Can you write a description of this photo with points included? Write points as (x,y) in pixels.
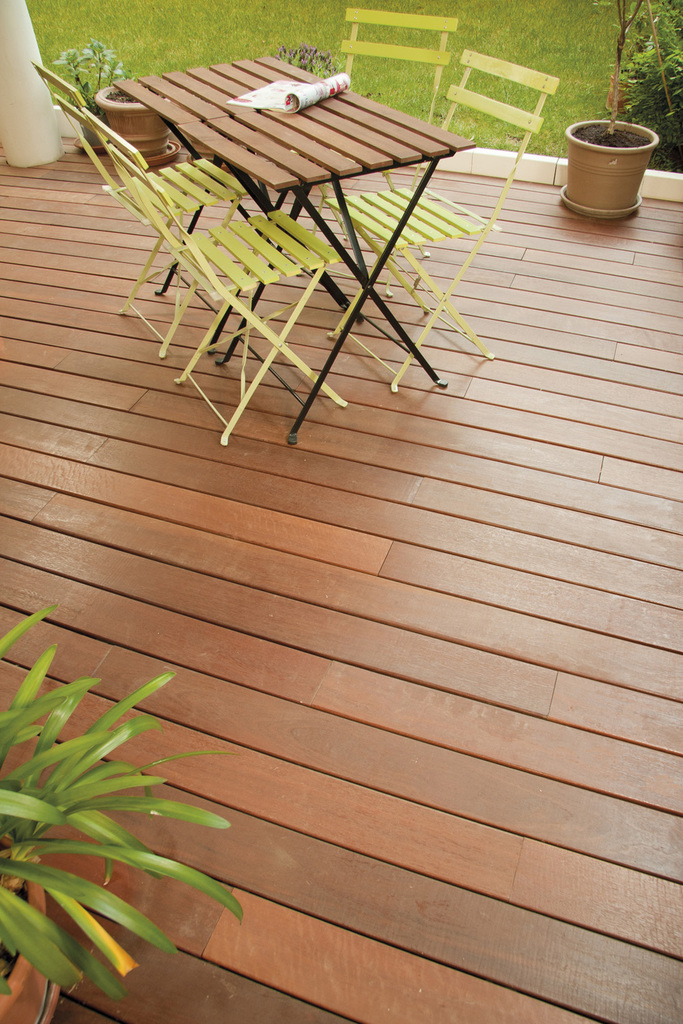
In this picture there is table (321,126) and chairs (148,188) beside it. On the table (202,118) there is a newspaper (300,87). In the below there is wooden floor (506,636). To the top of the image (268,18) there is grass (261,12). At the above left corner (14,21) there is a pillar (30,47) and house plant (105,79) beside it. To the below left corner (61,849) and above right corner there are house plants (618,131).
